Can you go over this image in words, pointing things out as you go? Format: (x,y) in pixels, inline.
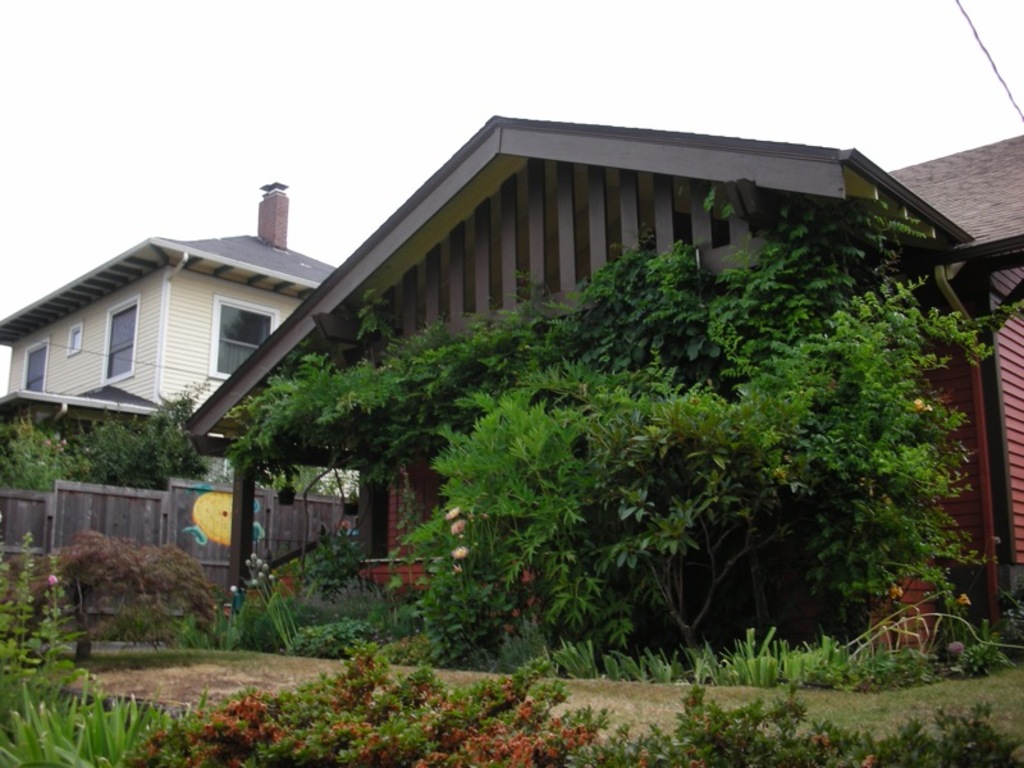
This image is taken outdoors. At the bottom of the image (233,677) there is a ground (203,664) with grass (162,681) and plants (62,644) on it. In the middle of the image (392,270) there are two houses (209,335) with walls (190,368), windows (240,356), doors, roofs (356,282) and fencing (187,505). There are a few trees (258,456) and plants (900,620).
